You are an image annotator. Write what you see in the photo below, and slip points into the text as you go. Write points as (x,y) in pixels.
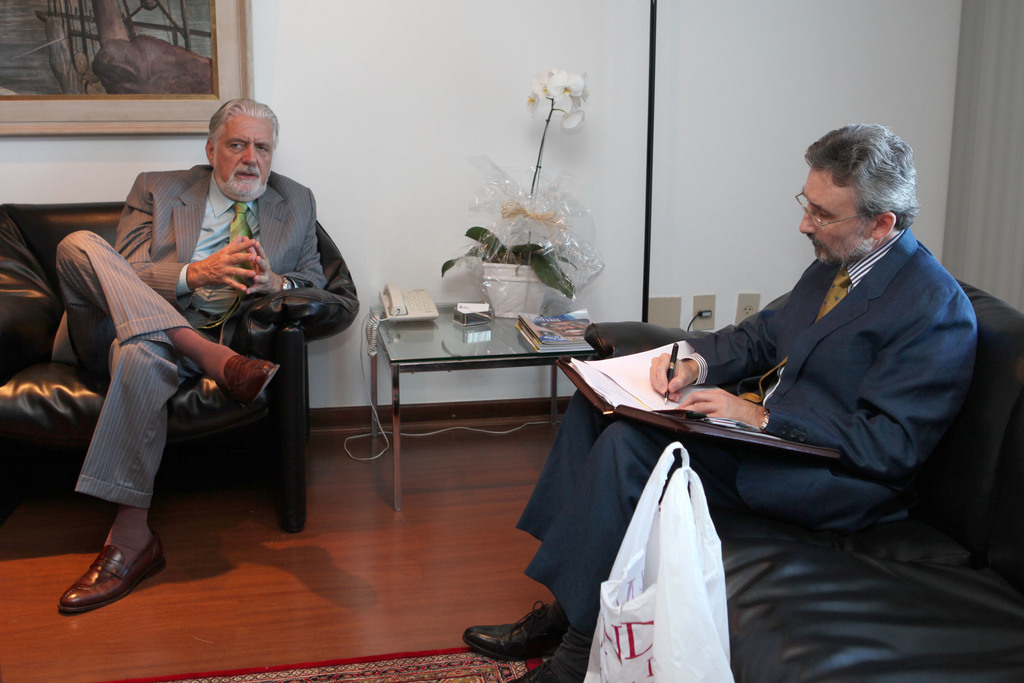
in the picture there is a room (406,220) in that room (574,172) two persons (947,378) are sitting on separate seats (39,313) facing each other in which one person (255,175) is talking another person (776,399) is writing something on the paper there is a table (531,362) near the sofa (326,302) on the table (405,345) there is a house plant (538,263) there is a photo frame (39,90) on the wall (424,26).
